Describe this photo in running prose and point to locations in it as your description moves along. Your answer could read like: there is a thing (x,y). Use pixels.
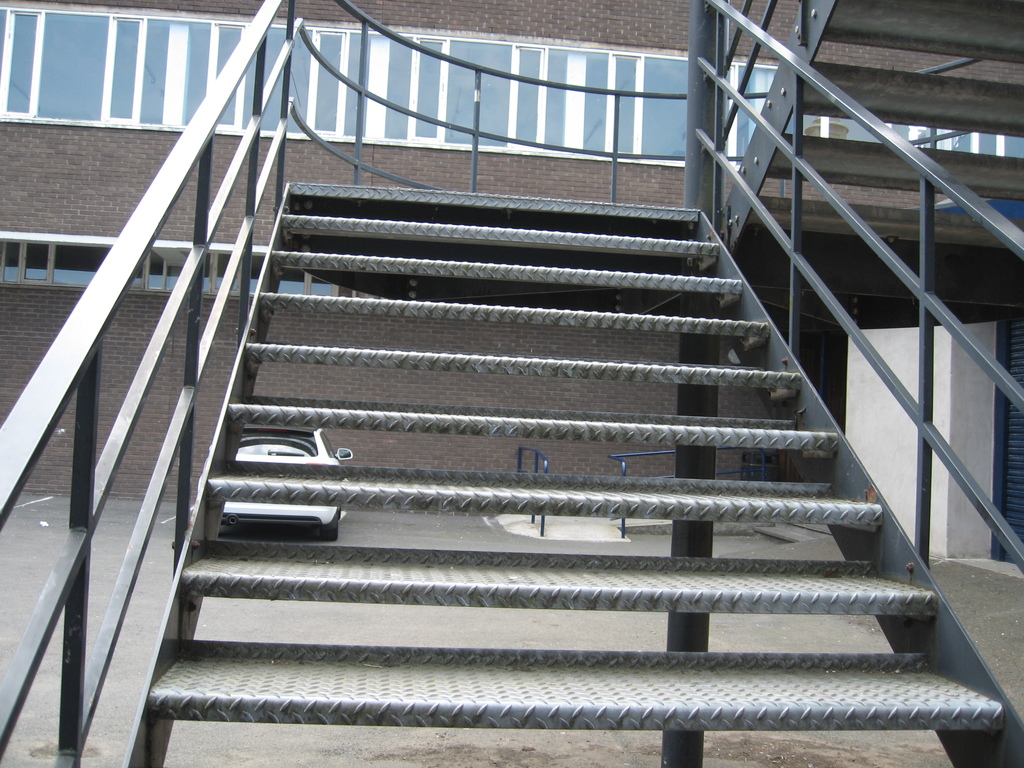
In this picture there is a staircase (483,359) and there is an iron fence (115,305) on either sides of it and there is a building (422,78) and a car (300,451) in the background (274,463).
